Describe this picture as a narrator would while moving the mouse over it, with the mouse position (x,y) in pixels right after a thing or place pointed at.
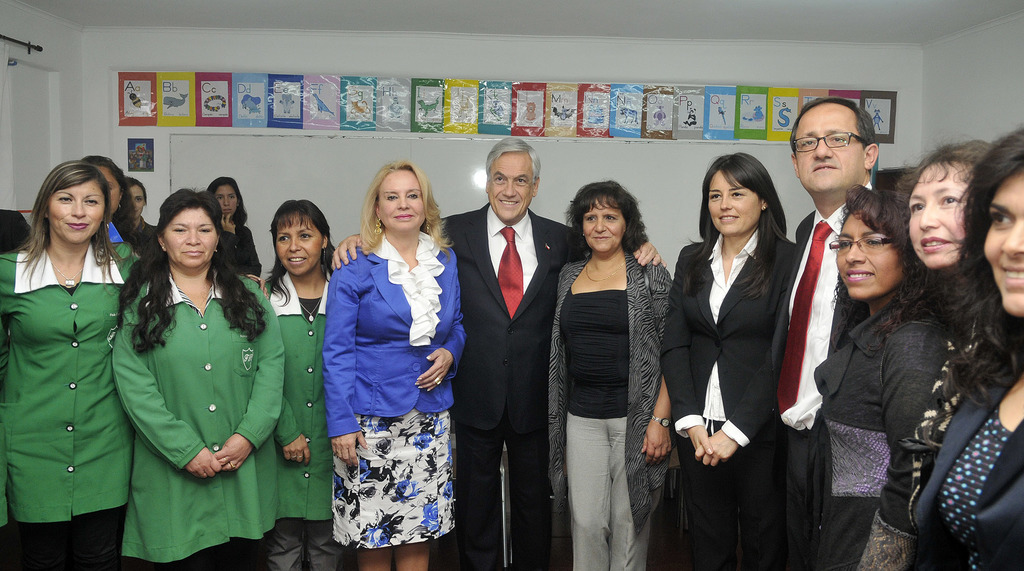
In the image in the center, we can see few people (590,307) are standing and they are smiling, which we can see on their faces (741,220). In the background (597,139) there is a wall (12,22), roof (776,17), board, door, hanger (8,39) and posters (406,126).
